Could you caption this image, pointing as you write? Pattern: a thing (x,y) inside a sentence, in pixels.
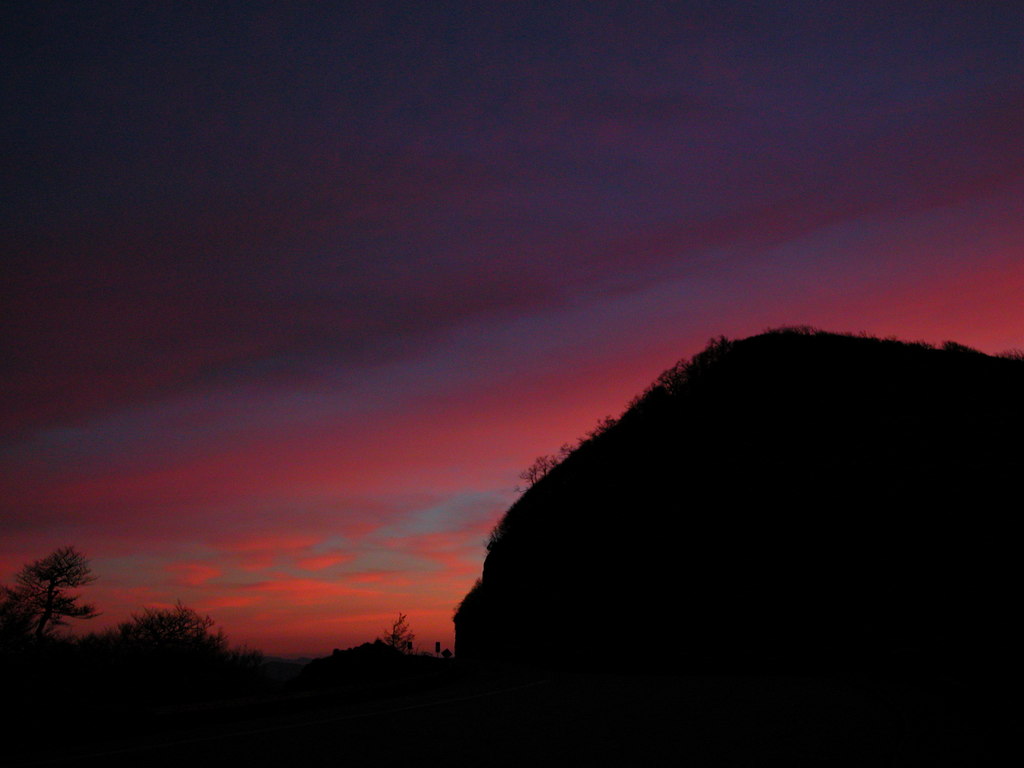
In this image at the bottom (709,625) there are some trees (70,642) and mountain (775,520), at the top of the image (571,157) there is sky (429,327).
